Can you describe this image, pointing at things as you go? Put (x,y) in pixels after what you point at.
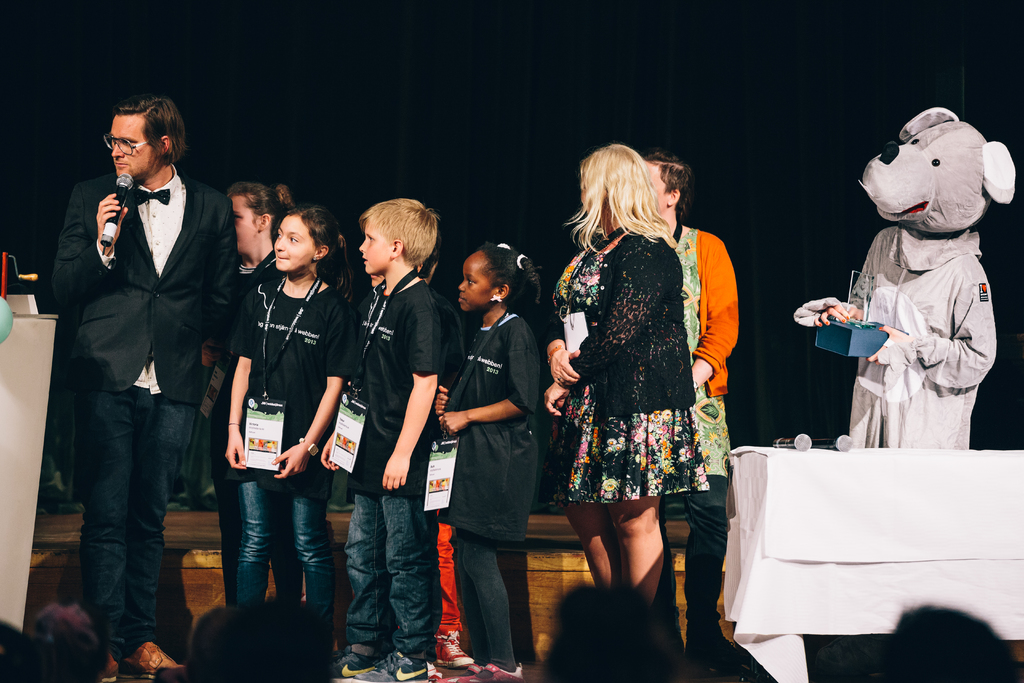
In this image, we can see people (374,409) standing and wearing id cards (568,350) and there is a man (121,266) wearing glasses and holding a mic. On the right (870,319), there is a mascot (925,310) holding an award (857,327). On the left (24,333), there is a podium (18,501). In the background (429,81), we can see a curtain (707,121) which is in black color. At the bottom (297,625), there are some other people (565,650).
